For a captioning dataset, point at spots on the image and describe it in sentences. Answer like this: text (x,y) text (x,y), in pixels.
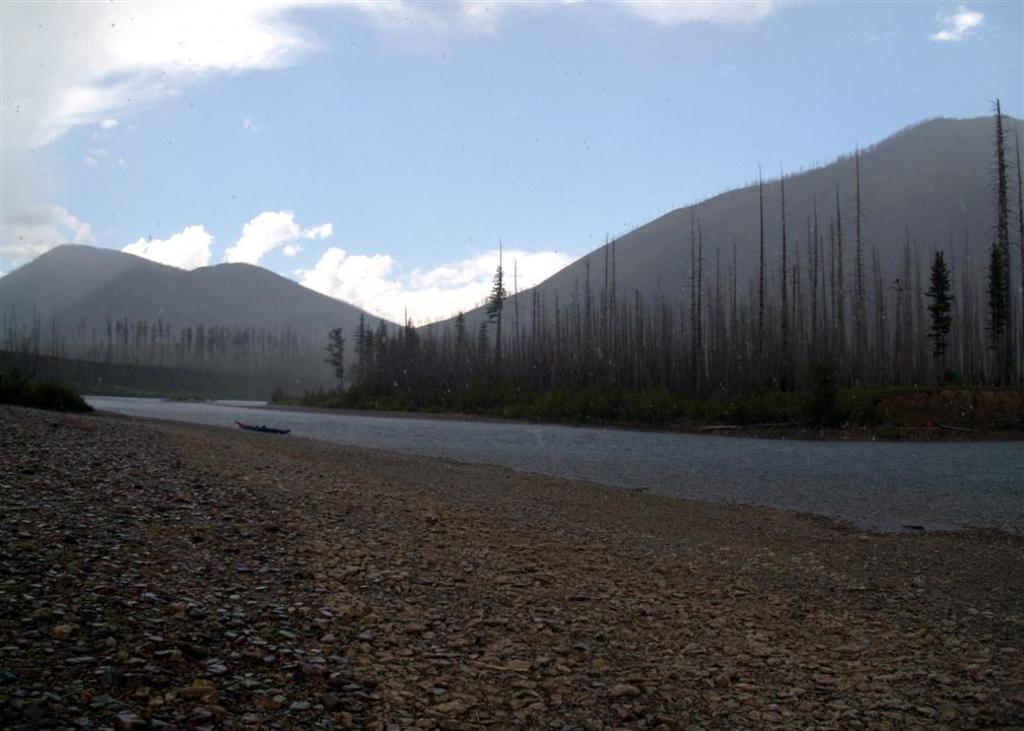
In the image I can see a boat (258,426) on the water (292,431). In the background (568,408) I can see trees (495,347), mountains (248,308) and the sky (443,168).
